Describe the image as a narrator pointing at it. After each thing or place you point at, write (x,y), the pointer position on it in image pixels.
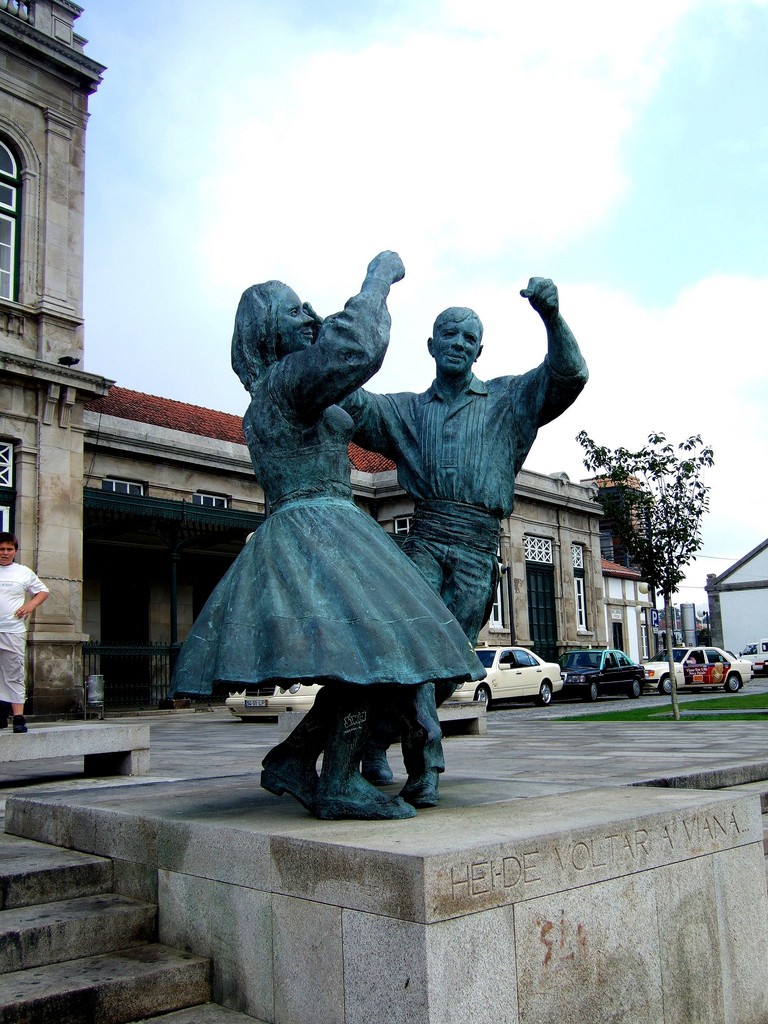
In this picture we can see statues (413,614) in the front (413,614), on the left side (20,617) there is a person (10,622) standing, we can see cars (718,653), a tree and grass (680,710) in the middle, in the background (754,570) there are buildings (749,602), we can see the sky (643,178) at the top of the picture (627,163), there are stairs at the left bottom (124,930).
